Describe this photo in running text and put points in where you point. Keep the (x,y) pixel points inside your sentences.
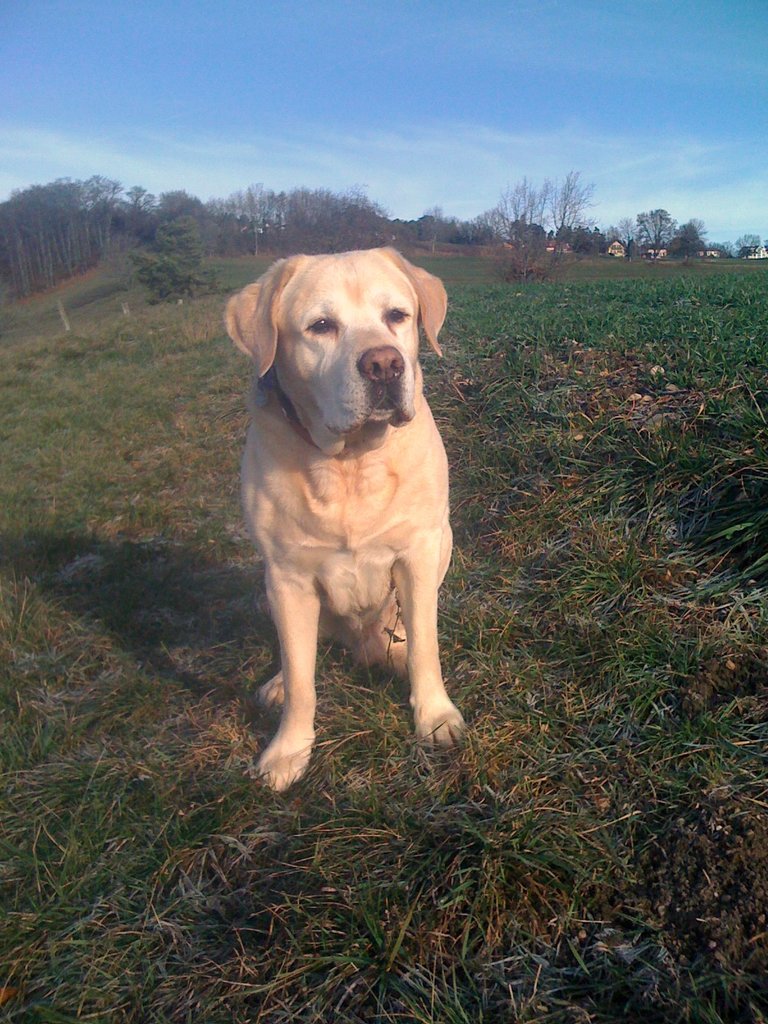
In the image we can see there is a dog (275,463) sitting on the ground (236,505) and the ground (446,357) is covered with grass (452,480). Behind there are trees (20,215) and the sky (582,110) is clear.
